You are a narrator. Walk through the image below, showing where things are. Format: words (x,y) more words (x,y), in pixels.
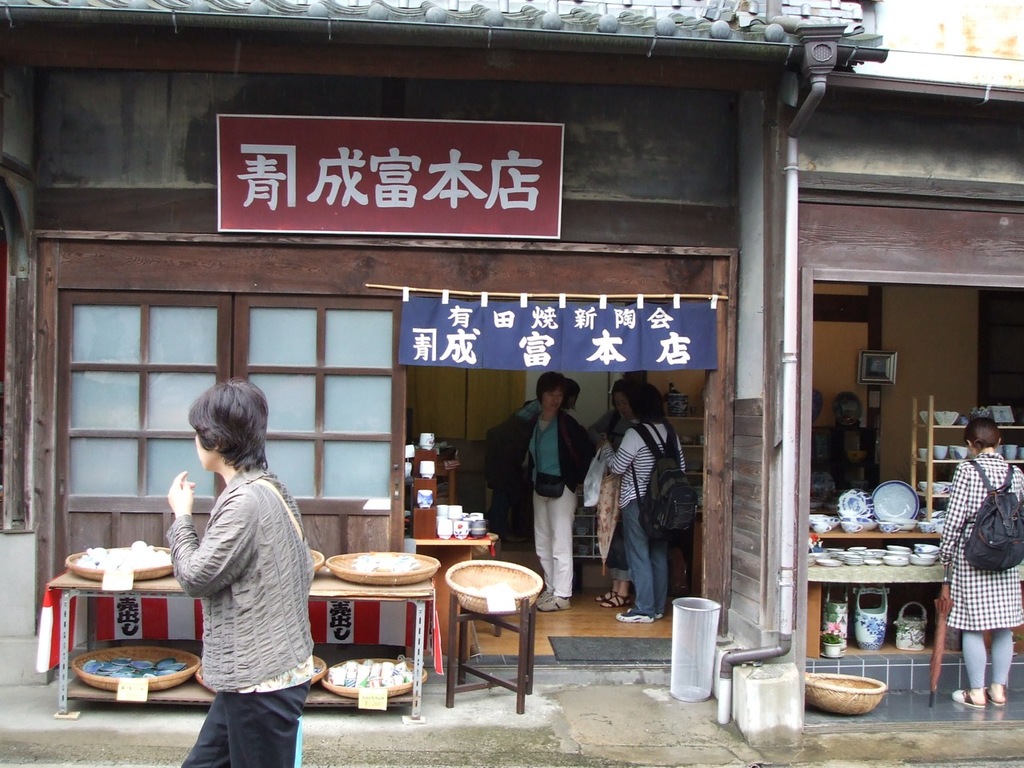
This is a building (401,535) in which few people (515,479) are there. On the right (964,638) a person (963,692) is looking at cups (854,528), plates (902,492) which are on the table (880,577). On the left (260,584) a person (237,611) is walking beside him there are some materials (168,573) on the table (372,596). And we can see hoarding (385,175) on the wall (58,95).
